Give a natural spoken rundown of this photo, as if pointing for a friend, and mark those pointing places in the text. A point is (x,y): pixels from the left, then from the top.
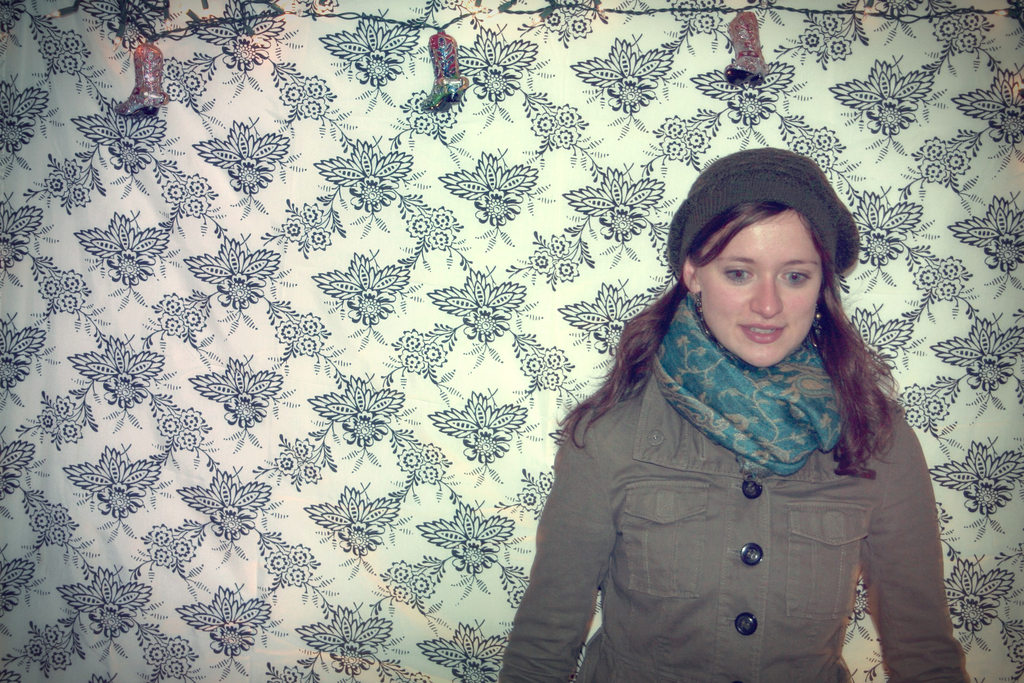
In the picture I can see a woman (722,414) is standing. The woman (615,518) is wearing scarf (709,379) and clothes (565,632). In the background (556,324) a cloth (225,346) which has some designs (372,185) on it.
